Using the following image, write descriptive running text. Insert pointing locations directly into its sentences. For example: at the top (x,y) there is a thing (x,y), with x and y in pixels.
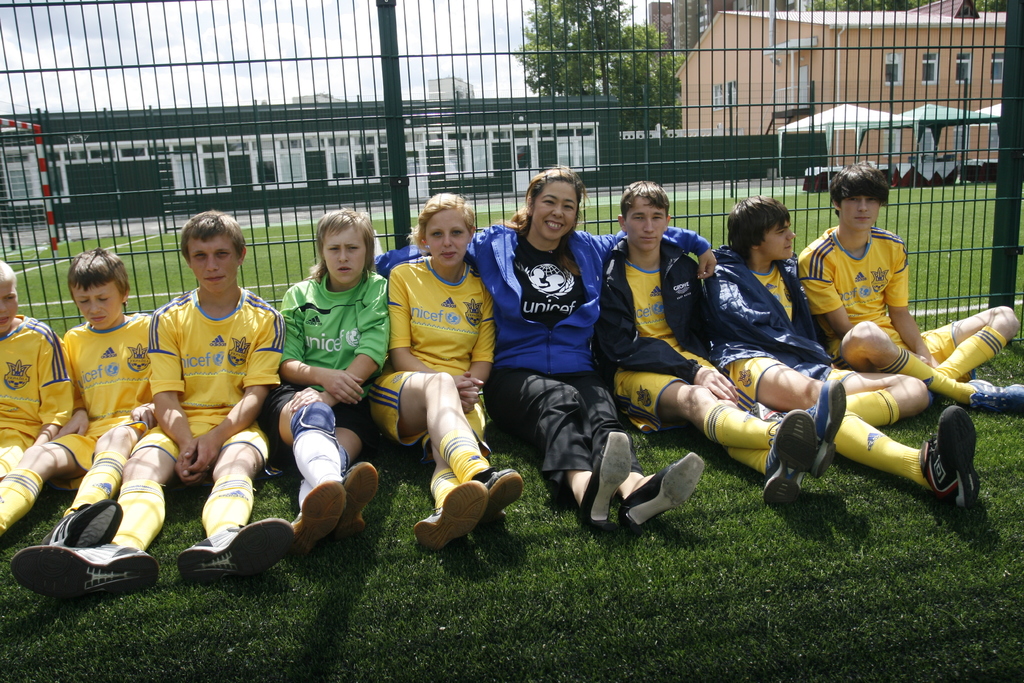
In this picture we can see a group of people (247,368) sitting on the grass (540,552). Behind the people (338,378), there are buildings (270,198), fencing (212,157), trees (589,94), some objects (831,127) and the sky (56,23).
